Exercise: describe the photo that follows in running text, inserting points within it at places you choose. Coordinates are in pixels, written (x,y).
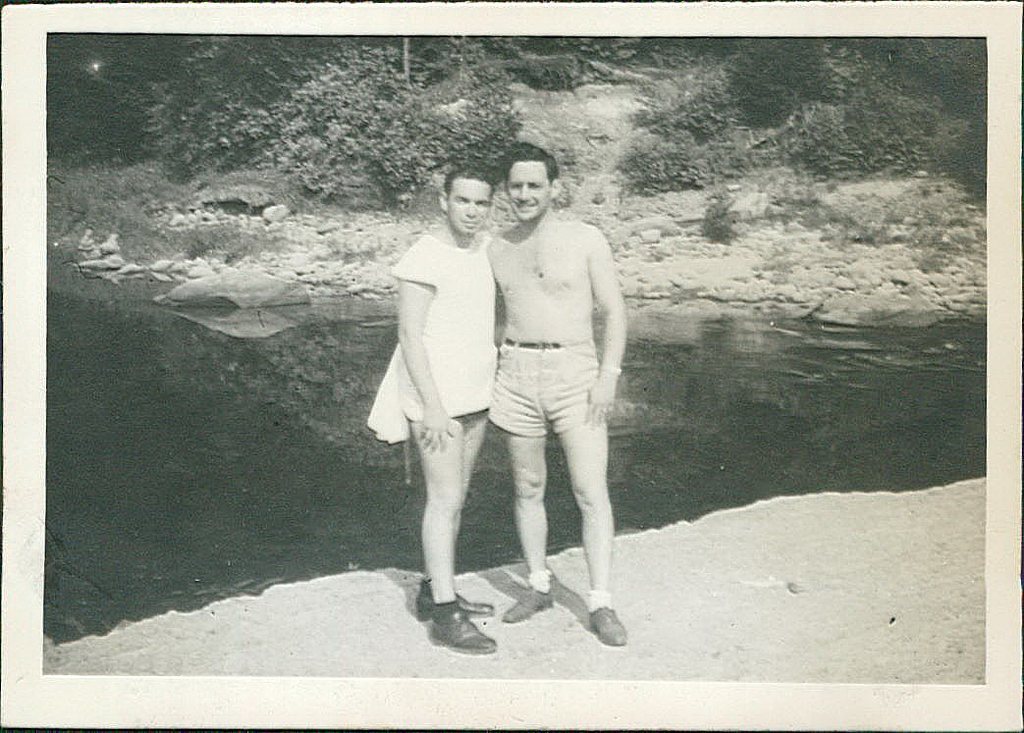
In this image in the center (482,384) there are persons (521,401) standing and smiling. In the background (772,361) there is water (688,352), there are stones (343,231) and trees (473,68).
